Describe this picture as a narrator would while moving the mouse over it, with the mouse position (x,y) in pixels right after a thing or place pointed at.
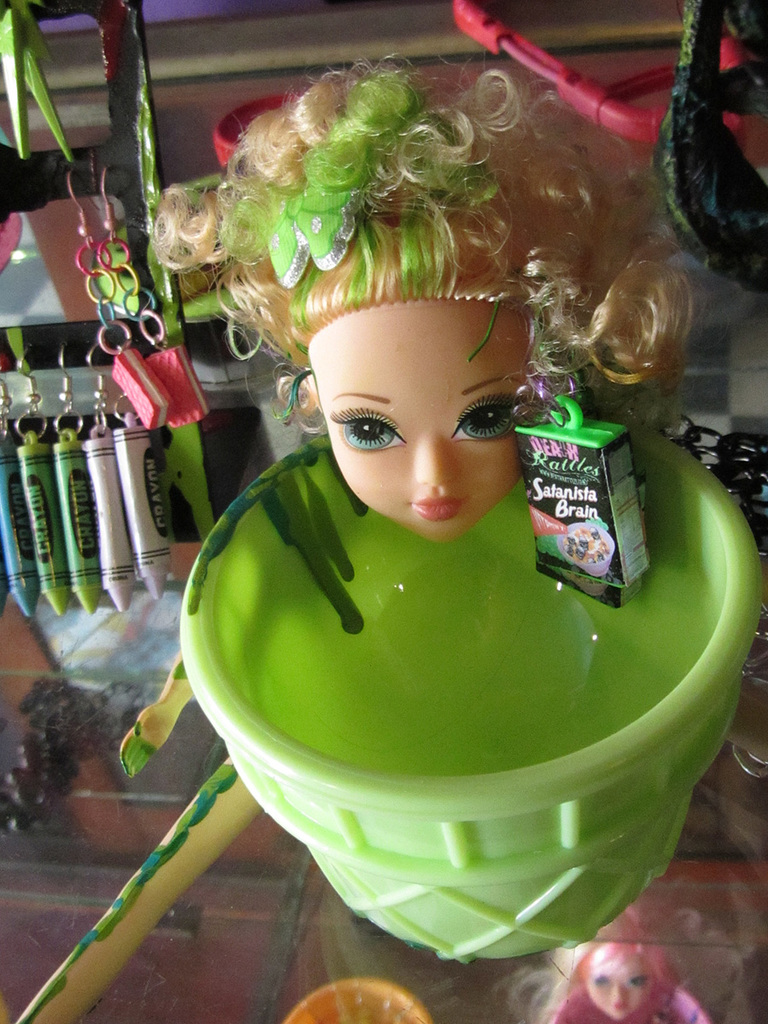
There is a glass table (256,888). On that there is a green cup (439,764). On the edge (273,465) of the cup (273,465) there is a head (395,511) of the doll (364,392). In the back (138,166) there is a stand (78,194) with a key chains (100,331). Below the glass (297,895) there is a doll (596,973).
